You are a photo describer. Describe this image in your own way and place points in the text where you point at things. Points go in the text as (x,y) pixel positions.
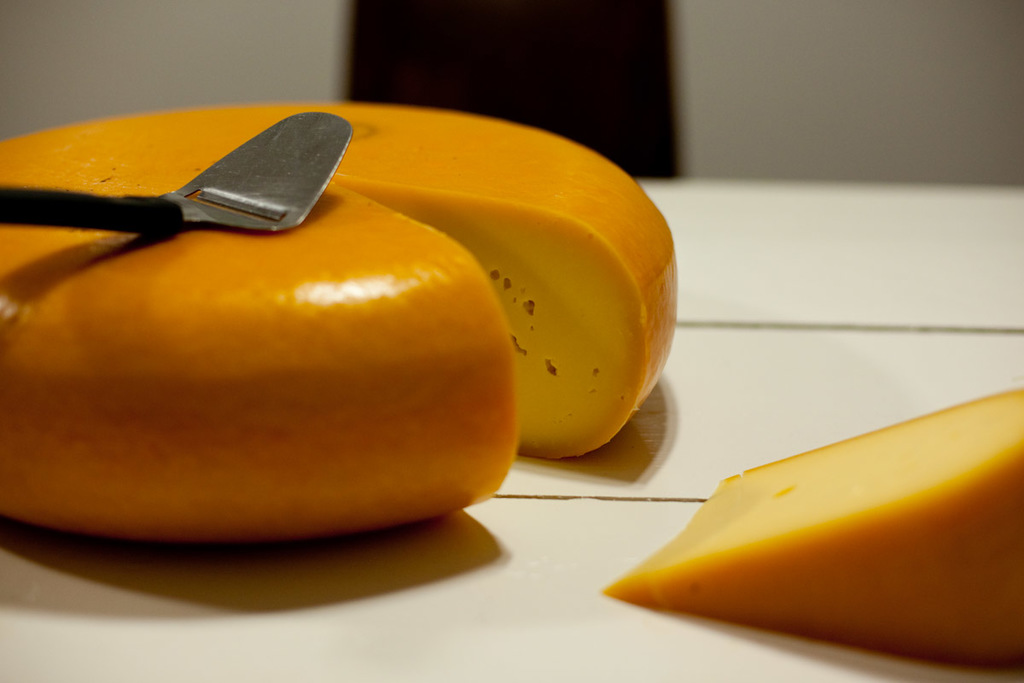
In this image there is a food item (241,295) with cheese slicer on table (704,635) in the foreground (770,535). And there is chair (501,3), wall (843,53) in the background (475,89).
